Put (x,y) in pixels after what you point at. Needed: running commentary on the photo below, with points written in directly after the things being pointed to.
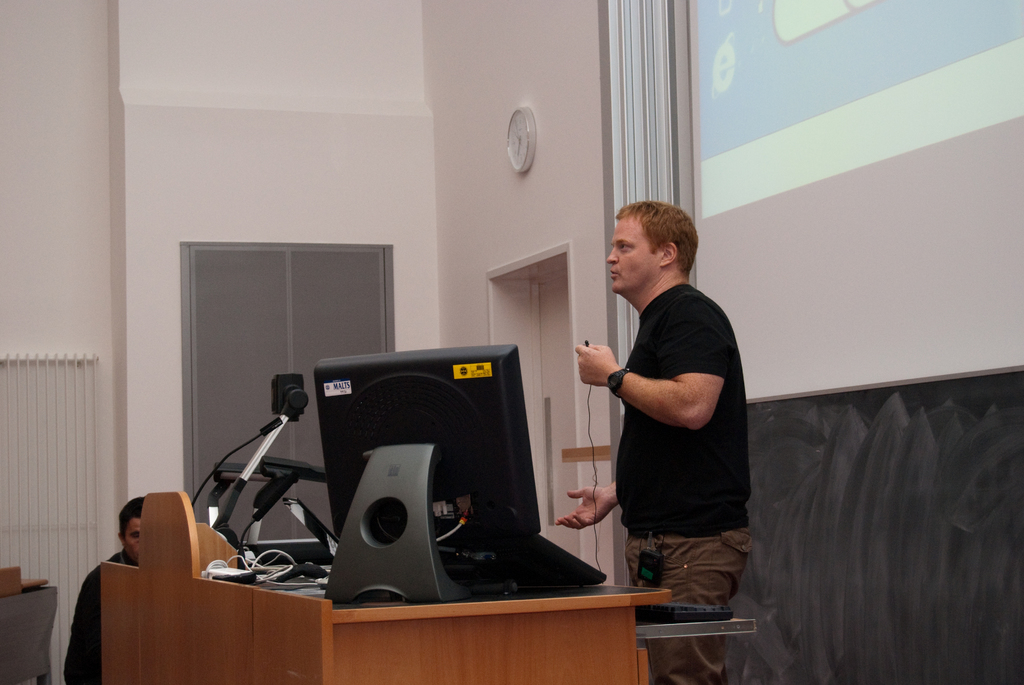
In this image in the center (670,287) there is one person (681,402) who is standing and he is holding a mike (586,348) and talking, in front of him there is a table (282,650). On the table (577,606) there is a computer (337,492), mike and some other objects (294,544). And on the left side (131,557) there is another person (99,575), in the background (479,189) there is a wall (479,189), window (233,312), door (551,321) and on the wall (498,148) there is one clock (524,154) and on the right side (840,153) there is a screen (920,280).
